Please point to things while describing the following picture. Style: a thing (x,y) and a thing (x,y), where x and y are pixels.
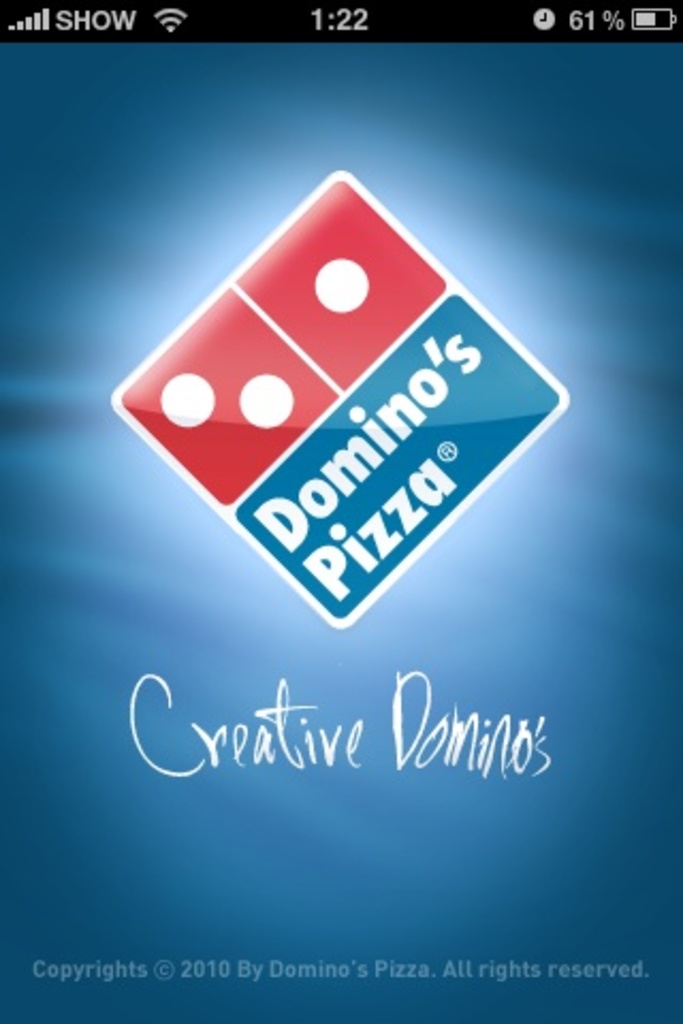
In the image we can see a mobile screen (615,683), on the screen (400,235) we can see a logo (264,320) and text (411,975).
